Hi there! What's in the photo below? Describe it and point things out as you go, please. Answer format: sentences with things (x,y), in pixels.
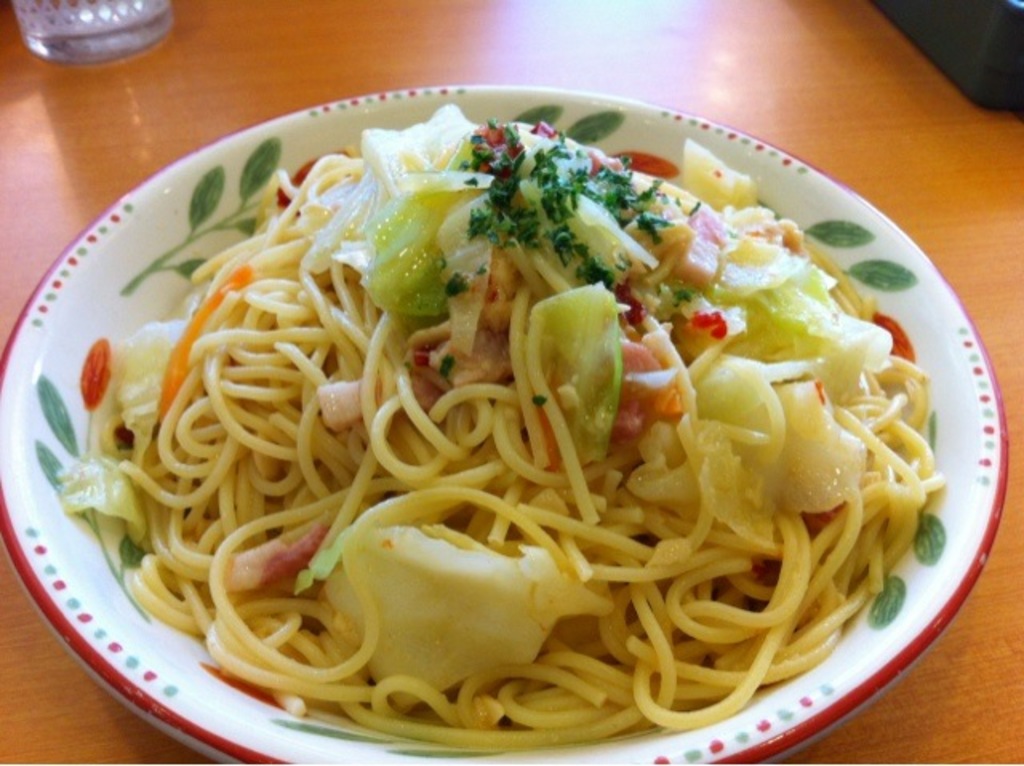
There is a plate (384,312) on a table (999,258). It has noodles (549,287) and other ingredients (579,330) in it. There is a glass (122,18) and other object (976,43) at the back (122,18).
